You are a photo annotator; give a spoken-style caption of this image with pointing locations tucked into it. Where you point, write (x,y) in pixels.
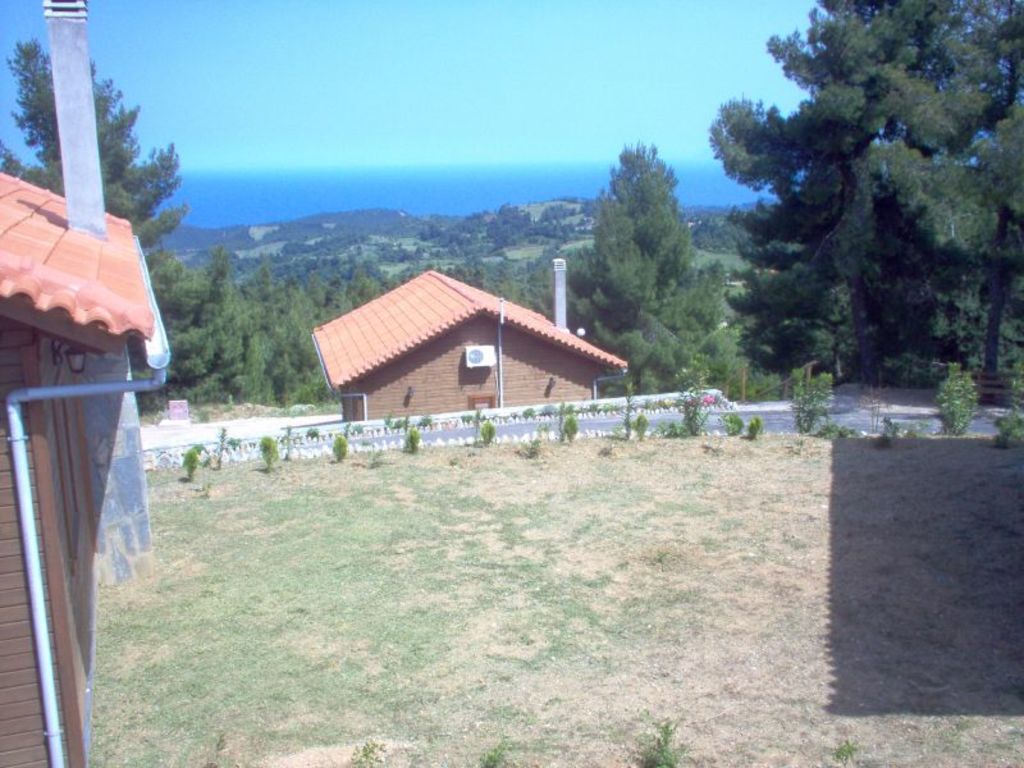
In this image I can see in the middle (401,387) there is a house (492,370) and also there is the road (797,429), at the back side (427,250) there are trees (711,243). At the top (532,72) it is the sky (532,72).
